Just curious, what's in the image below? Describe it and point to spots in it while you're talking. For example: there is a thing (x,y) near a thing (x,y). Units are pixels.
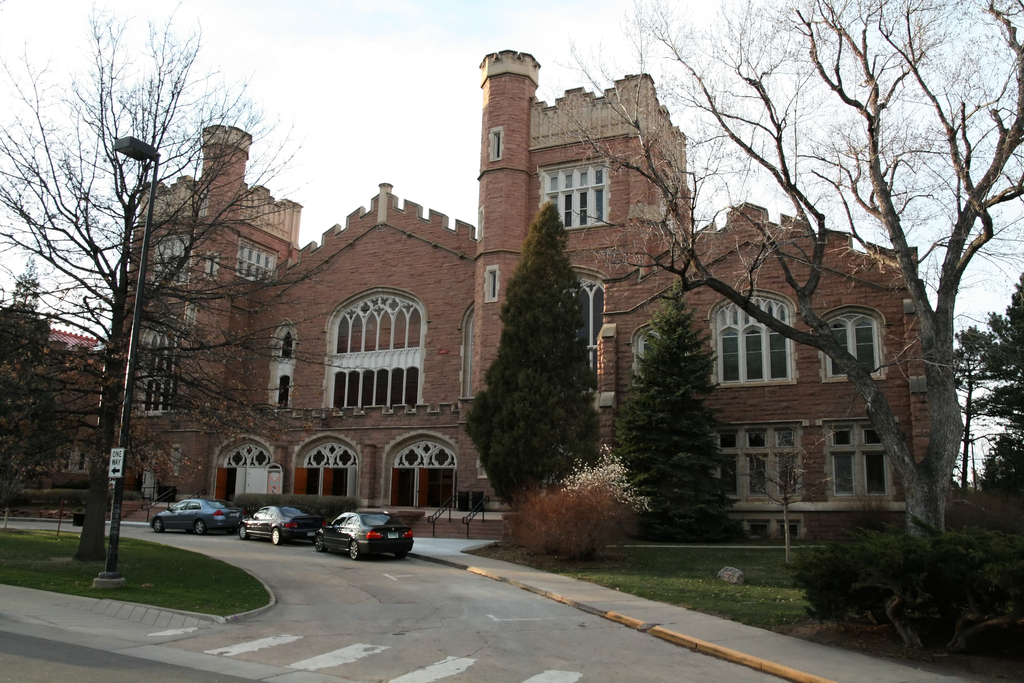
In the center of the image (505,295) we can see a building (403,350), cars (372,545), trees (510,390), electric light pole (142,145) are there. At the bottom of the image (459,639) road (442,649) is present. At the top of the image (351,56) sky (421,111) is there. On the left side of the image (112,472) a board (115,459), grass (159,566) are present.
